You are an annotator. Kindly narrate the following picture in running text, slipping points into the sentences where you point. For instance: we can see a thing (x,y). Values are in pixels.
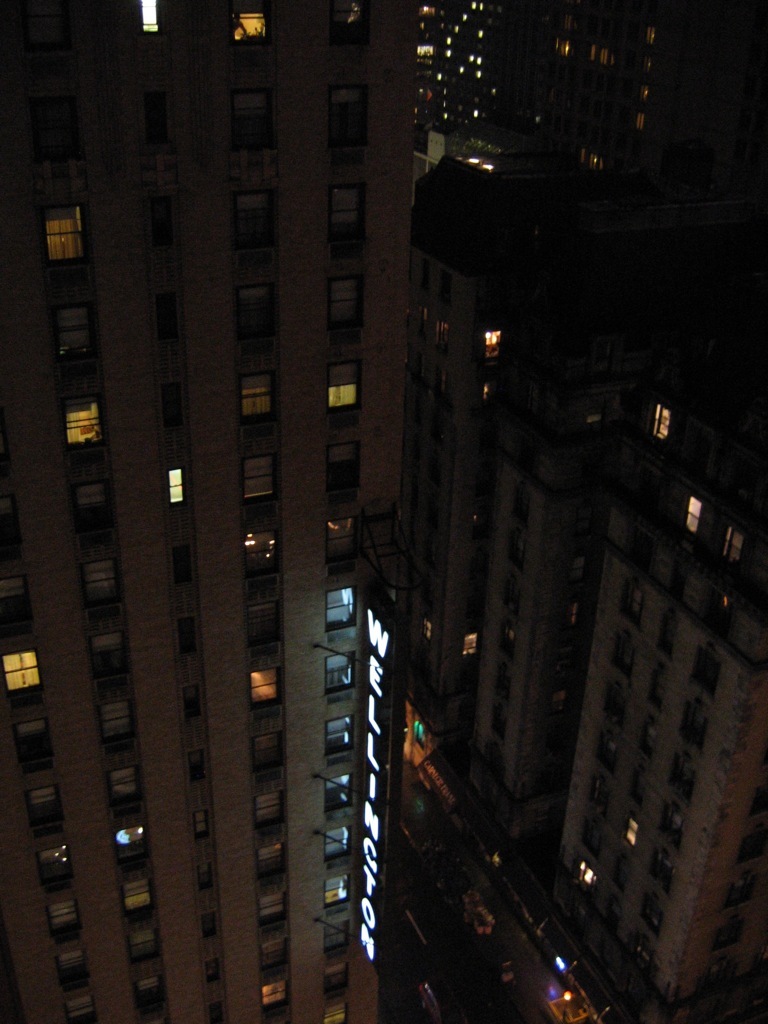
In this image there are buildings (472,347), there are windows (276,500), there is a board (373,764), there is text (384,641) on the board (388,825), there is road (457,976) towards the bottom of the image (439,854), there are vehicles (581,1018) on the road (449,832).
